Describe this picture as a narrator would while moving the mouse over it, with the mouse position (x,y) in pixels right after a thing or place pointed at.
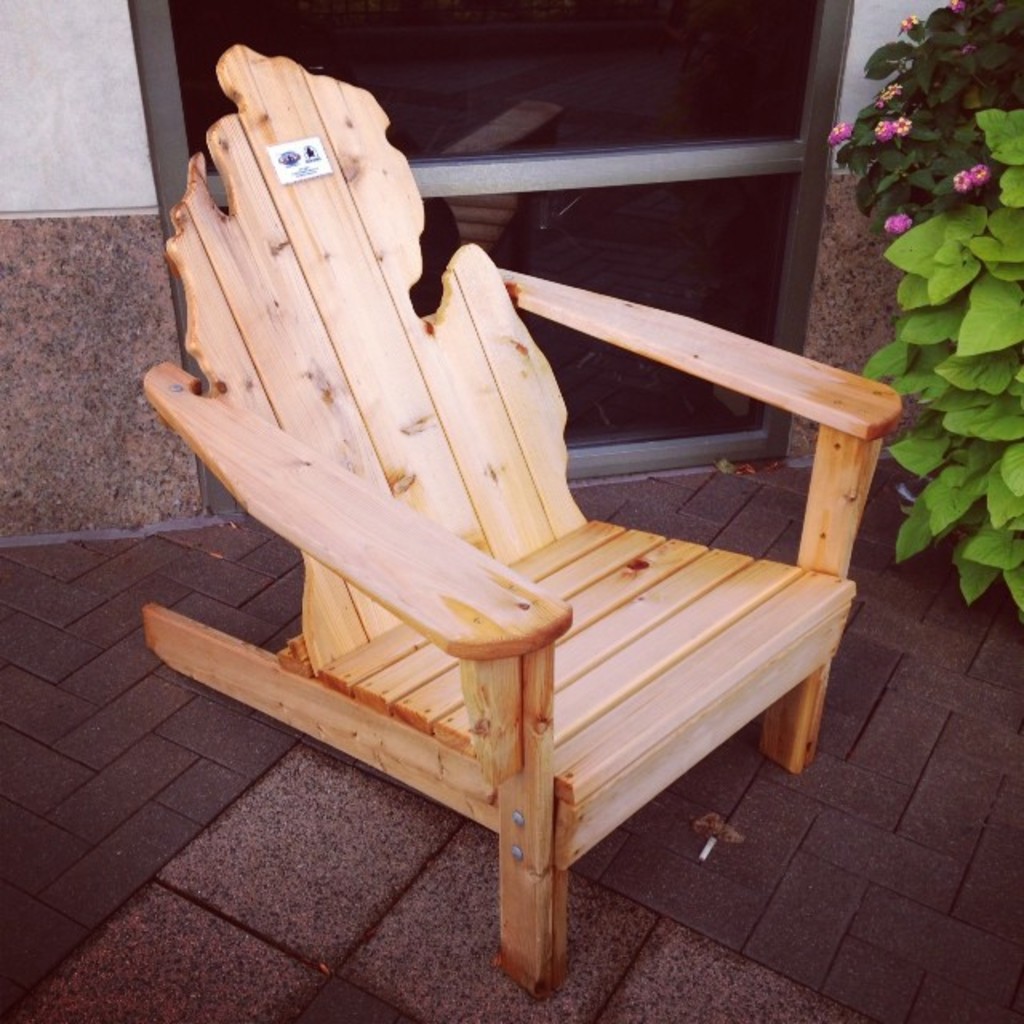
Here I can see a chair (564,548) on the floor (712,913). At the back of it I can see a door (547,79) and a wall (79,273). On the right side (954,349) there is a plant (952,342) and some flower (889,130) to it.
